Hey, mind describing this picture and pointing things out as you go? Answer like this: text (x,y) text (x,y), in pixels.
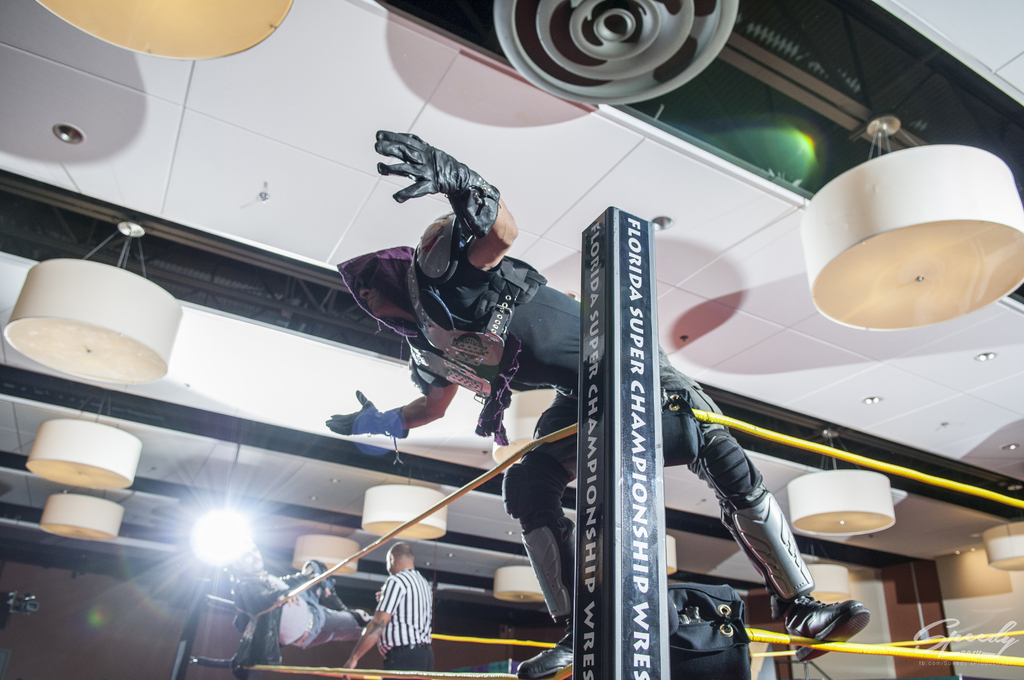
In this image we can see a person (543,567) wearing dark dress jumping from the rope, at the middle of the image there is person (414,599) wearing white and black color dress (418,604) is a referee (424,653) and at the top of the image (534,148) there are some lights (505,570) and roof (222,131).
